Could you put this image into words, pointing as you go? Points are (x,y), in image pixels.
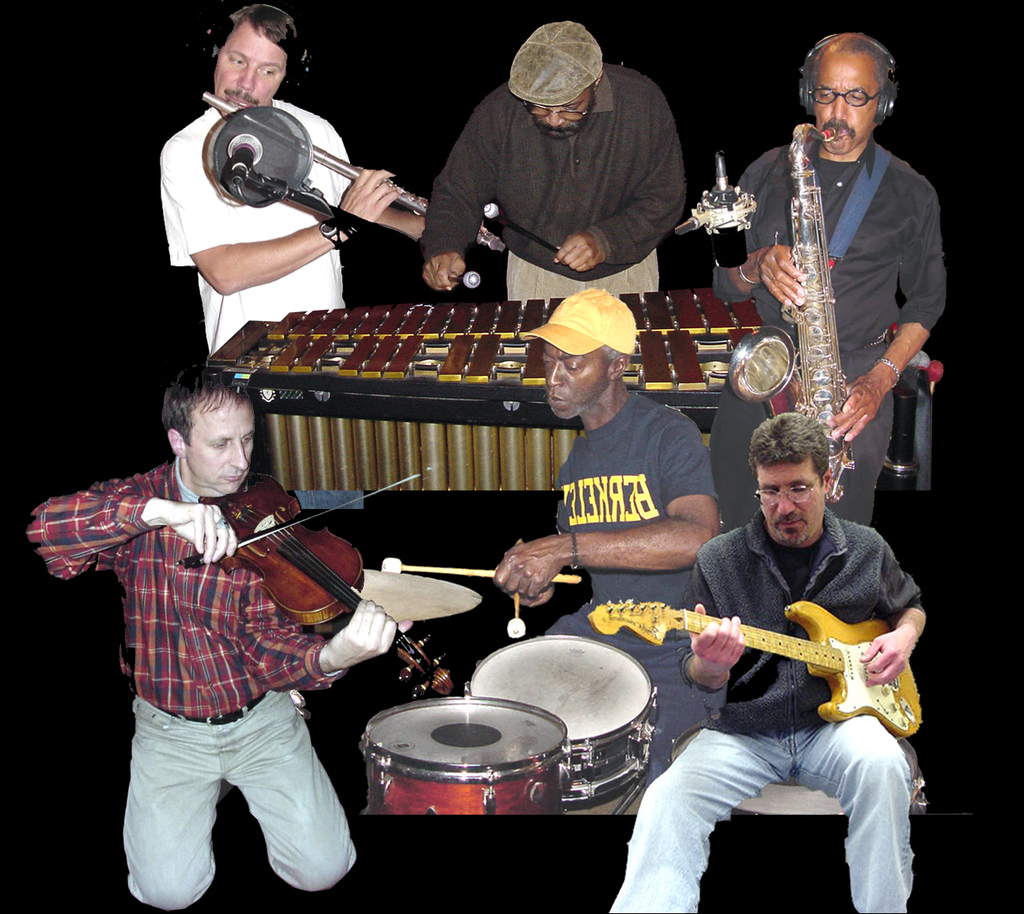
On the background (795,81) it's very dark. Here we can see few persons (484,144) standing and playing musical instruments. Here we can see three men (621,471) in a sitting and playing musical instruments (499,679).
